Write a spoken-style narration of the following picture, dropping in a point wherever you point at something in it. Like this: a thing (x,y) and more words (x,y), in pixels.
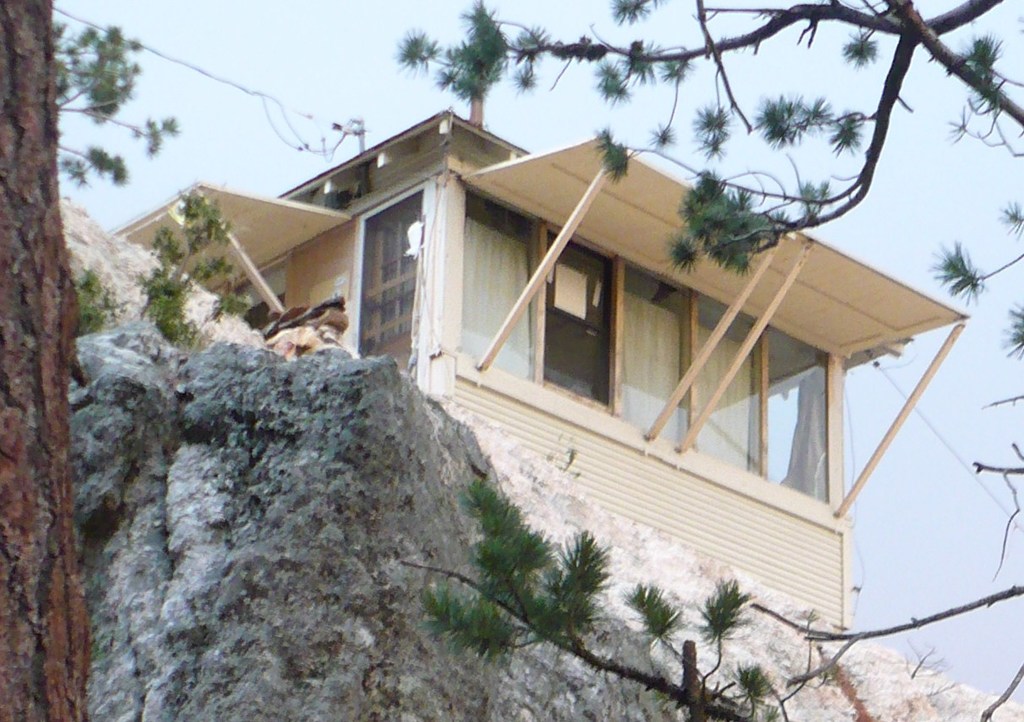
In this image we can see a building (426,337) on the rock (363,432) and there are trees (46,325) in front of the building (350,340) and there is sky (398,48) in the background (313,112).
